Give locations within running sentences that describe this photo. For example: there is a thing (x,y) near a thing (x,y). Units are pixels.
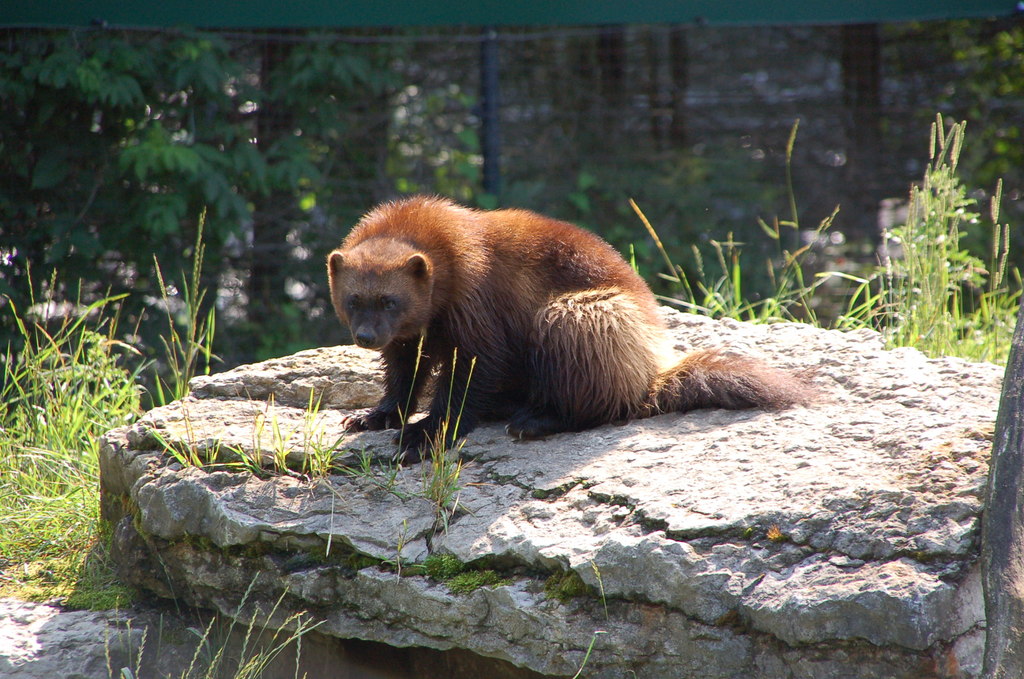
In this image, I can see a wolverine animal (624,389) on a rock (599,445). I can see the grass (58,465). There is a blurred background (135,120).
